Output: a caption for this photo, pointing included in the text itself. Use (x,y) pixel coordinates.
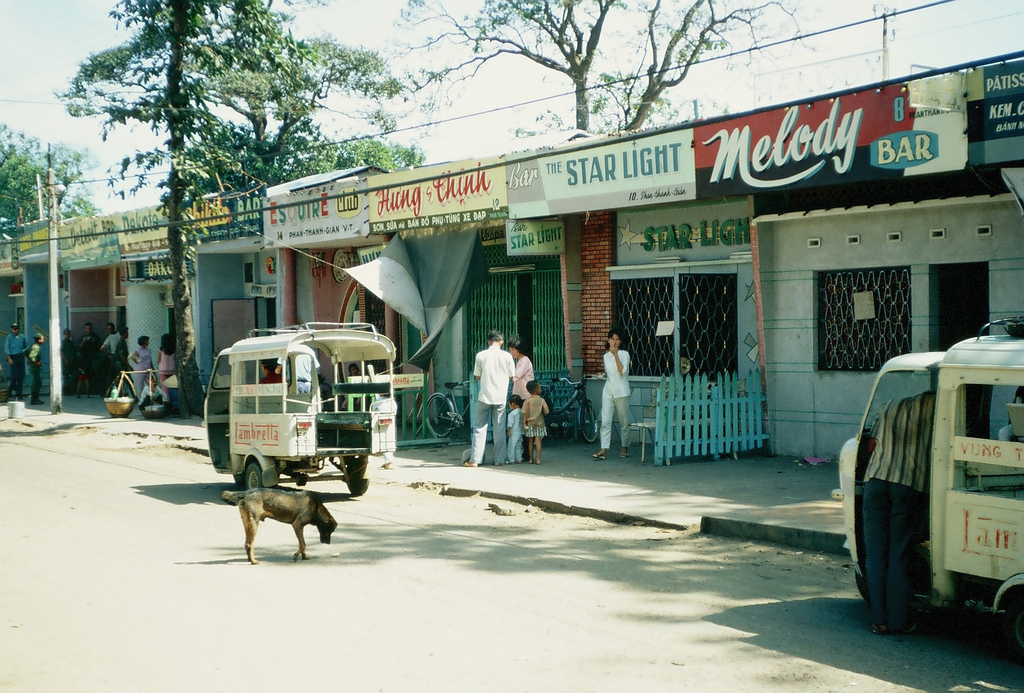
There are two vehicles (258,482) and a dog (302,529) is present on a road (329,499) as we can see at the bottom of this image (244,486). There is a building (33,278) in the middle of this image (671,314), and there are some persons (503,354) standing as we can see on the left side of this image (122,369) and in the middle of this image (480,406) as well. There are some trees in the background (325,148).
